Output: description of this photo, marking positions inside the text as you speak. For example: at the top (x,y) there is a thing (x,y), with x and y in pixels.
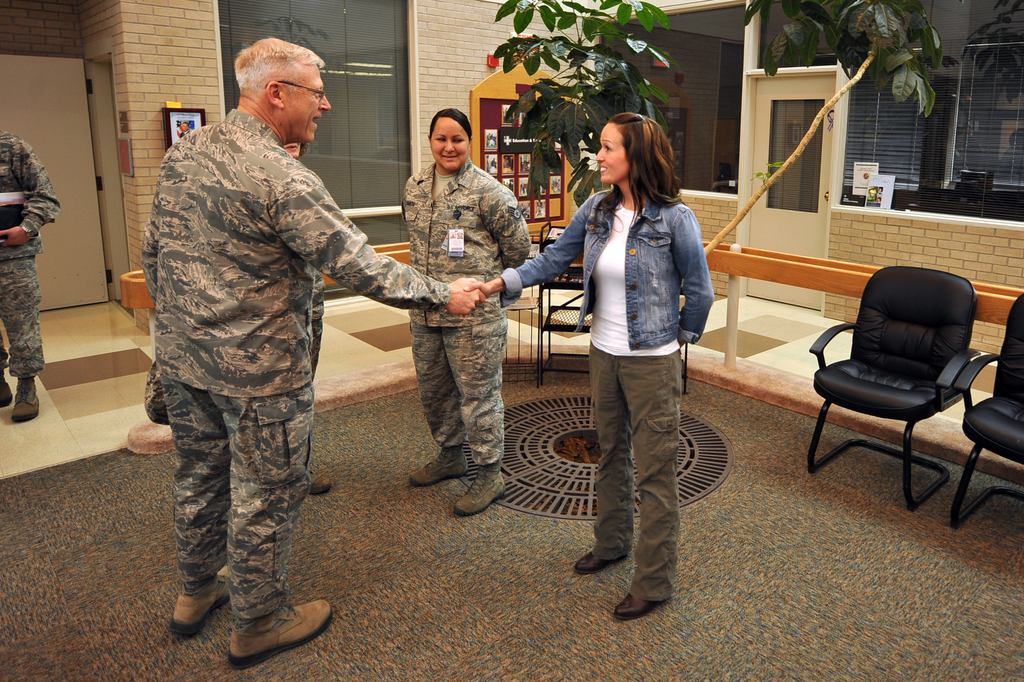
In this image I can see few people (331,223) standing. Among them few are wearing the military uniform (229,372). And one person (644,173) is wearing the blue jacket (638,256). In the back of them there is a plant (600,99) and the chairs (852,346). To the left (188,133) there is a frame (174,128) to the wall (138,146) and some frames (513,156) are attached to the board (519,185). To the right (785,141) there is a glass (851,146).
